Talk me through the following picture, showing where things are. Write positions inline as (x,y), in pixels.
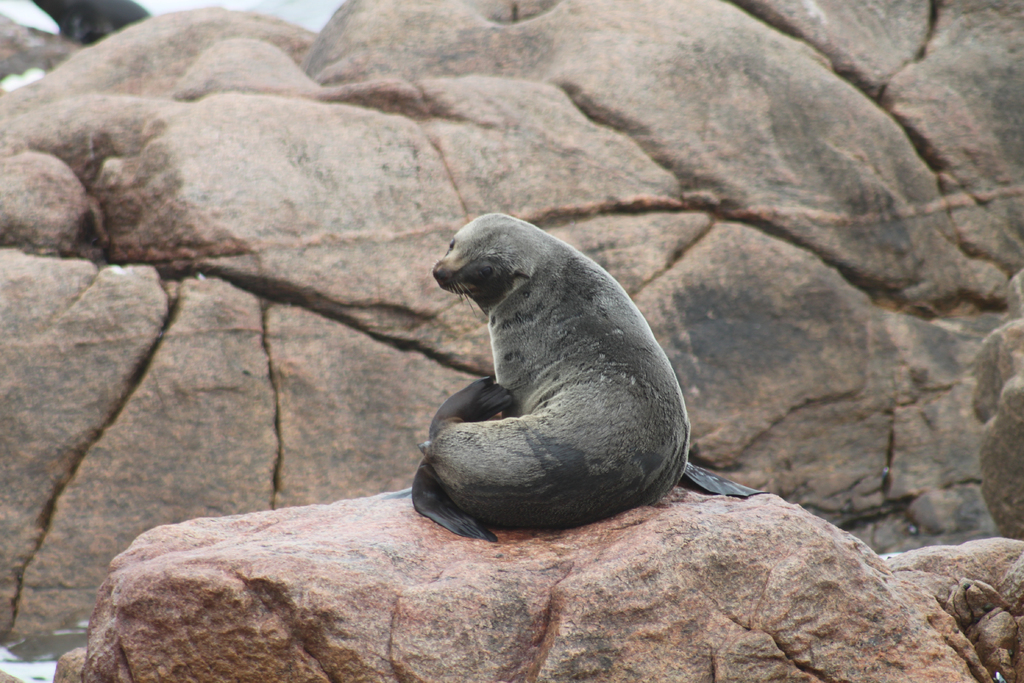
In the image we can see a sea lion (503,251) on the rock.
